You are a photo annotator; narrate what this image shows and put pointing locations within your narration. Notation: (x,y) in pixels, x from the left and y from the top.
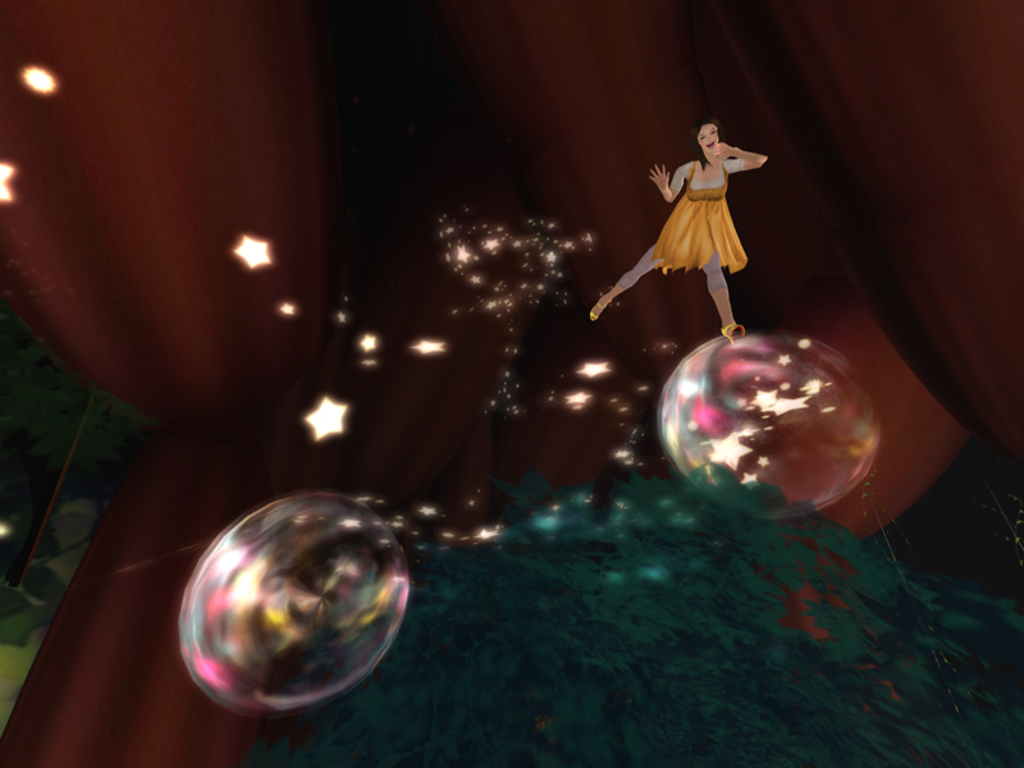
In this image in the front (368,542) there are bubbles (396,545) and in the center (638,486) there is an object (592,584) which is green in colour and there is a doll (702,211). In the background (604,142) there is an object (293,195) which is red in colour.
